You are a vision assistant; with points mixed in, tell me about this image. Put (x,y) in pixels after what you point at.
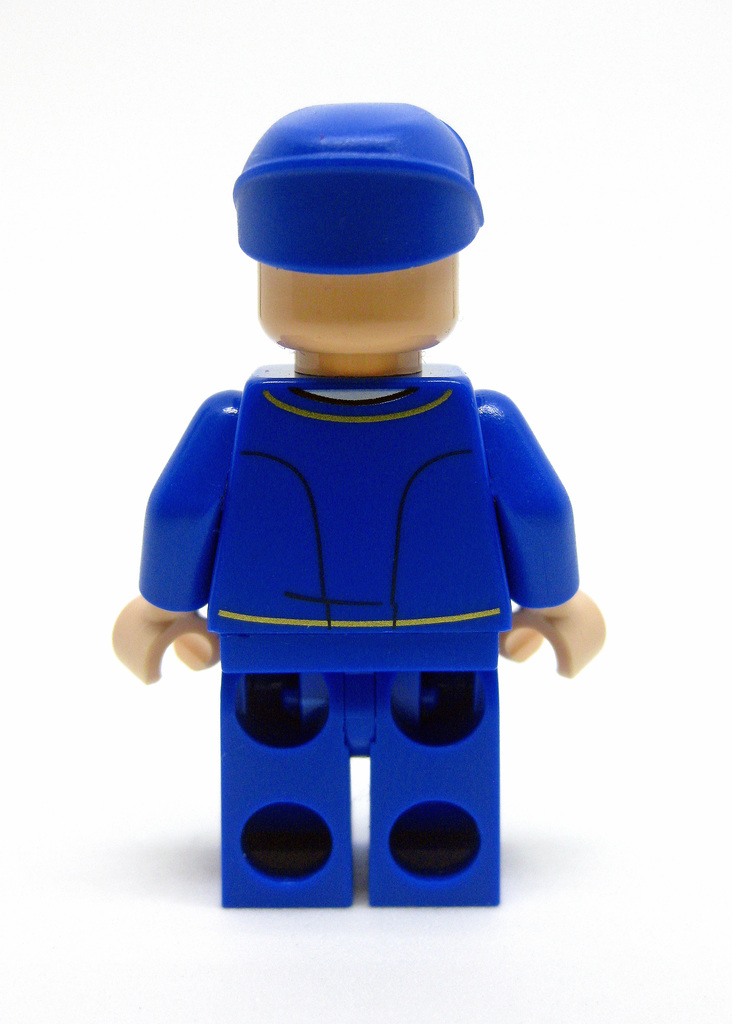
In this picture we can observe blue color toy (308,655). There is a cream color head (299,344) and hands (566,630). The background (12,407) is in white color.
